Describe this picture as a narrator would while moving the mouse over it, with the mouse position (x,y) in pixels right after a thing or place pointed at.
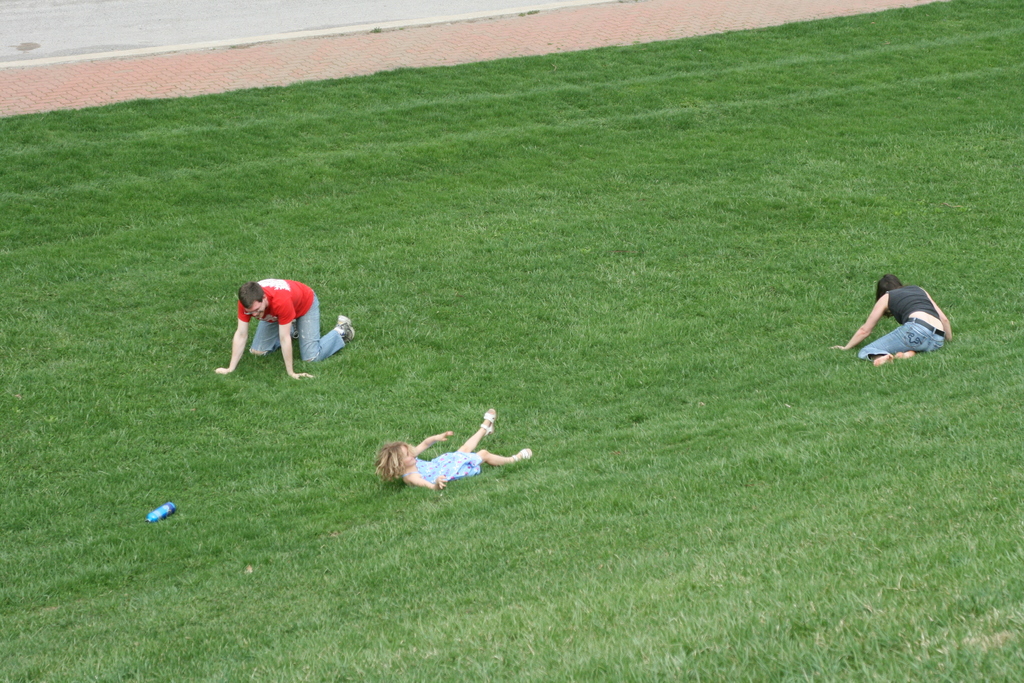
In this picture we can see few people (260,291) and a bottle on the grass (563,350).
